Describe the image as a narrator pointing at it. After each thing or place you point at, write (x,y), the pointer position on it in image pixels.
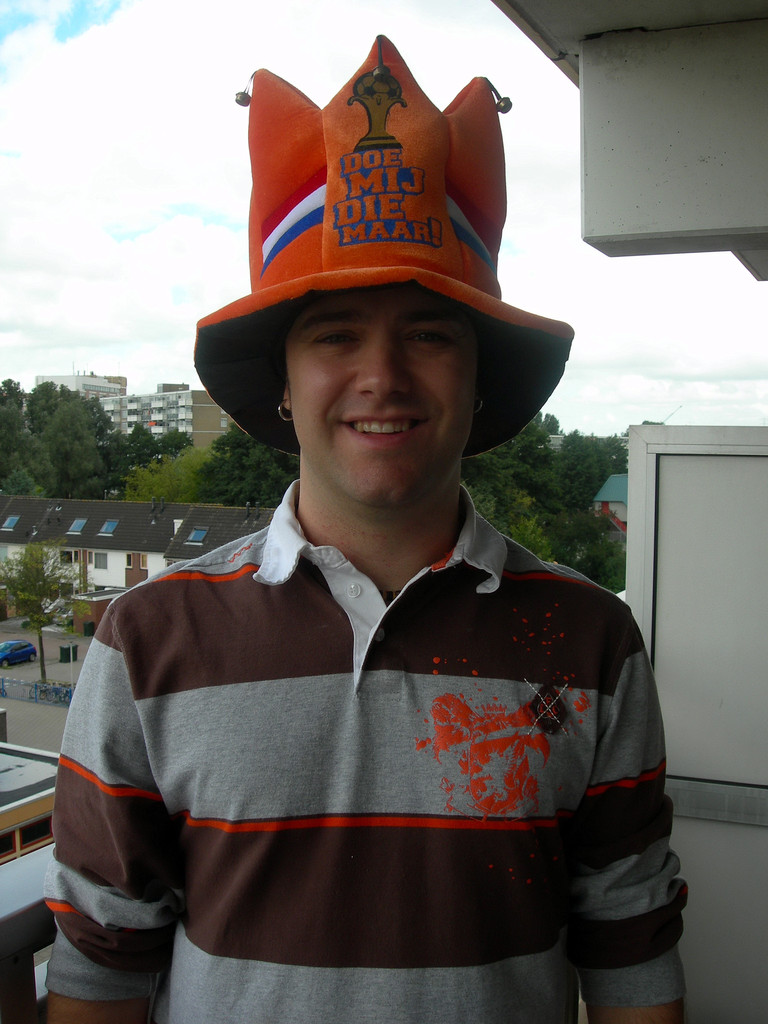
In the background (727,357) we can see the clouds (710,316) in the sky (710,316), buildings (165,559), trees (45,462), vehicles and objects (2,679). This picture is mainly highlighted with a man (296,403) wearing a cap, t-shirt (319,775) and he is smiling. On the right side of the picture (717,796) we can see the wall (718,513).
